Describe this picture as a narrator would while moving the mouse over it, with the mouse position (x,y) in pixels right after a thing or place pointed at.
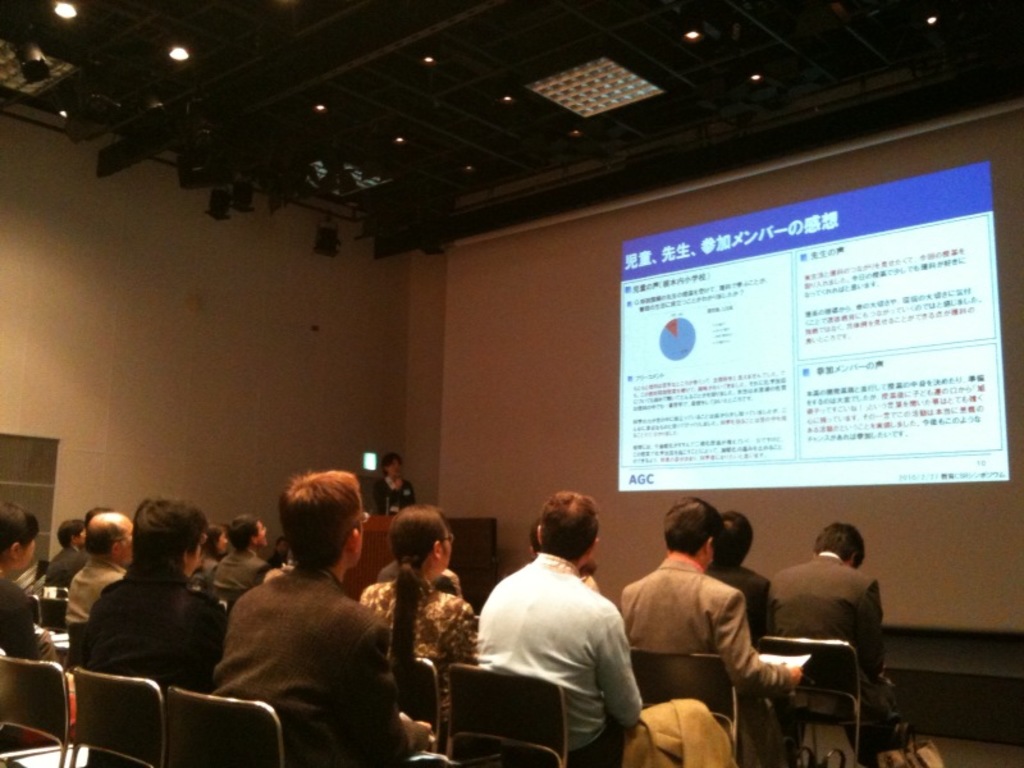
In the image there are people (315,646) sat on chair (188,735) and in front there is screen (909,368) and over the ceiling (134,53) there are lights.
